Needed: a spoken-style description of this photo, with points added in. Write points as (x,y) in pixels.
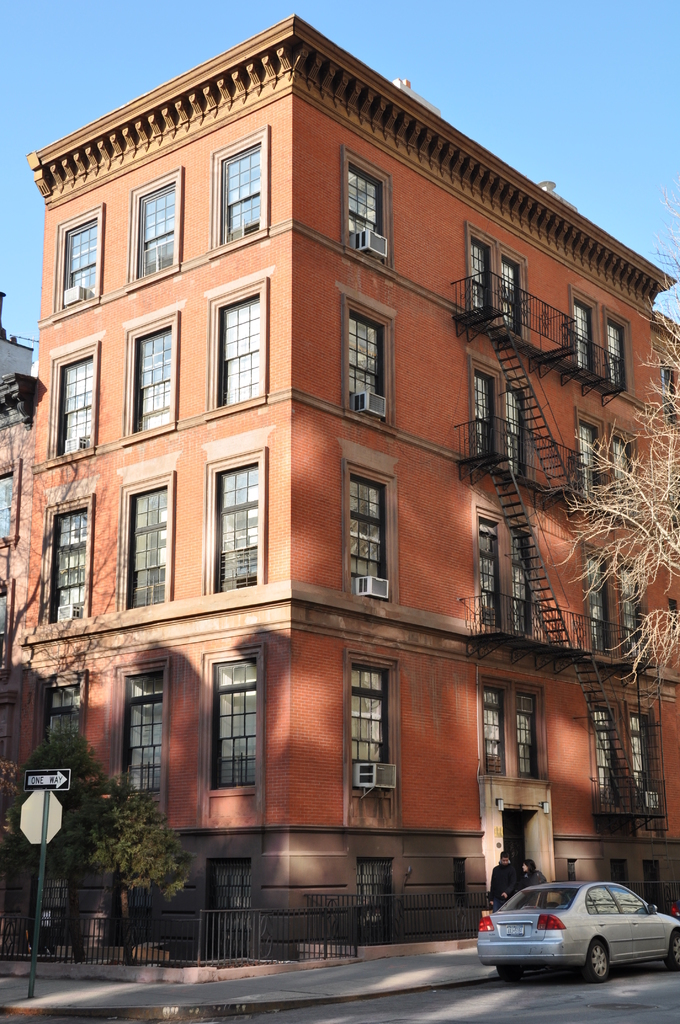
In this picture I can see the buildings (306,452) and trees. In bottom right (500,877) I can see two persons (510,871) who are walking on the road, beside them I can see the car (582,930). On the left (56,815) I can see the sign board (36,839). Beside that I can see the plants (78,921) and fencing (25,916). At the top (471,42) I can see the sky (38,267).
